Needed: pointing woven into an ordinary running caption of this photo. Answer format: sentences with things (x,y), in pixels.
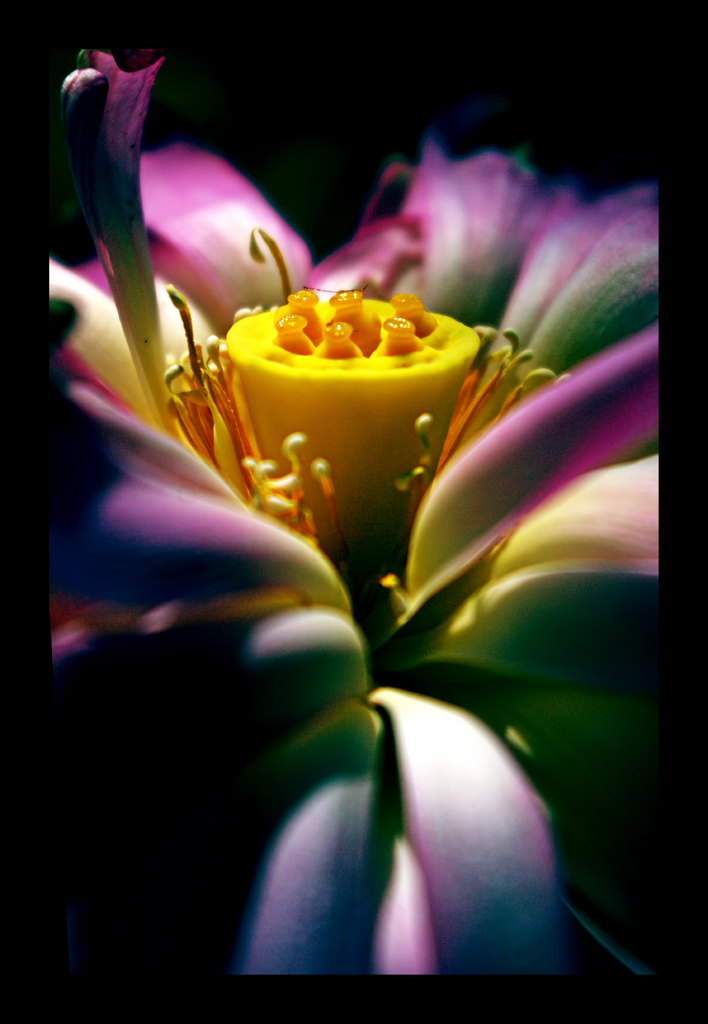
This image consists of a flower (316,376). It is in purple color.
